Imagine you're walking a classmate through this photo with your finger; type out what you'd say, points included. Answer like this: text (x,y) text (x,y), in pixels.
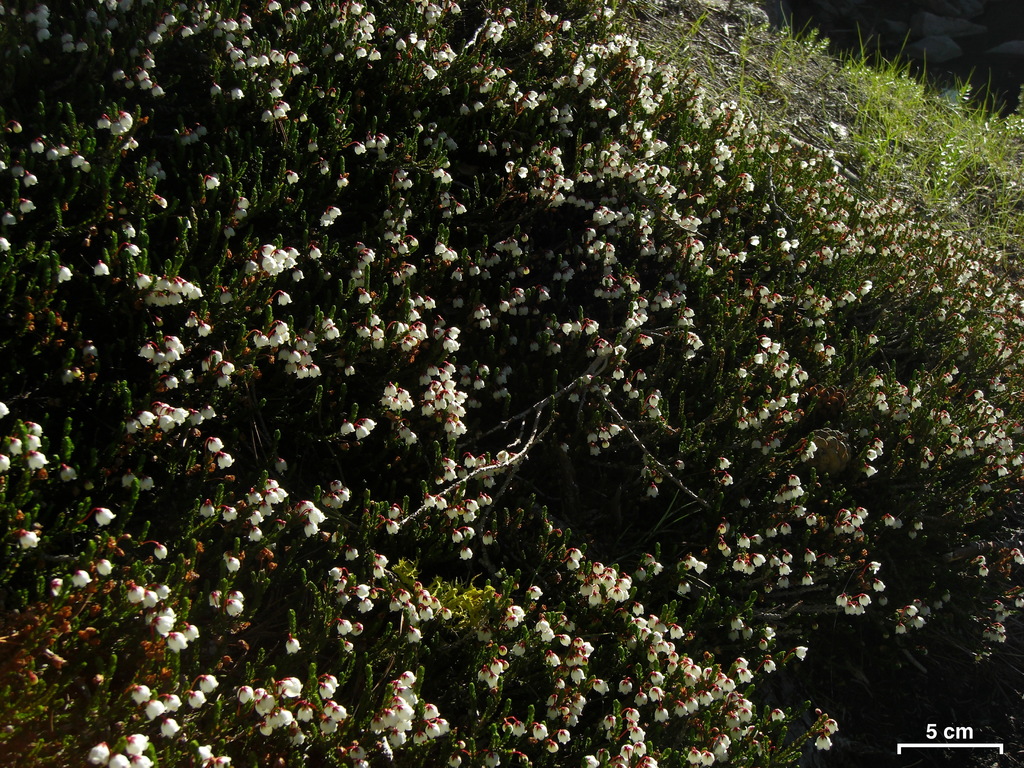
In the image there are plants (380,469) with flowers (645,338). Behind them on the ground (793,98) there is grass (919,143). In the bottom right corner of the image (970,730) there is measurement (944,729).
